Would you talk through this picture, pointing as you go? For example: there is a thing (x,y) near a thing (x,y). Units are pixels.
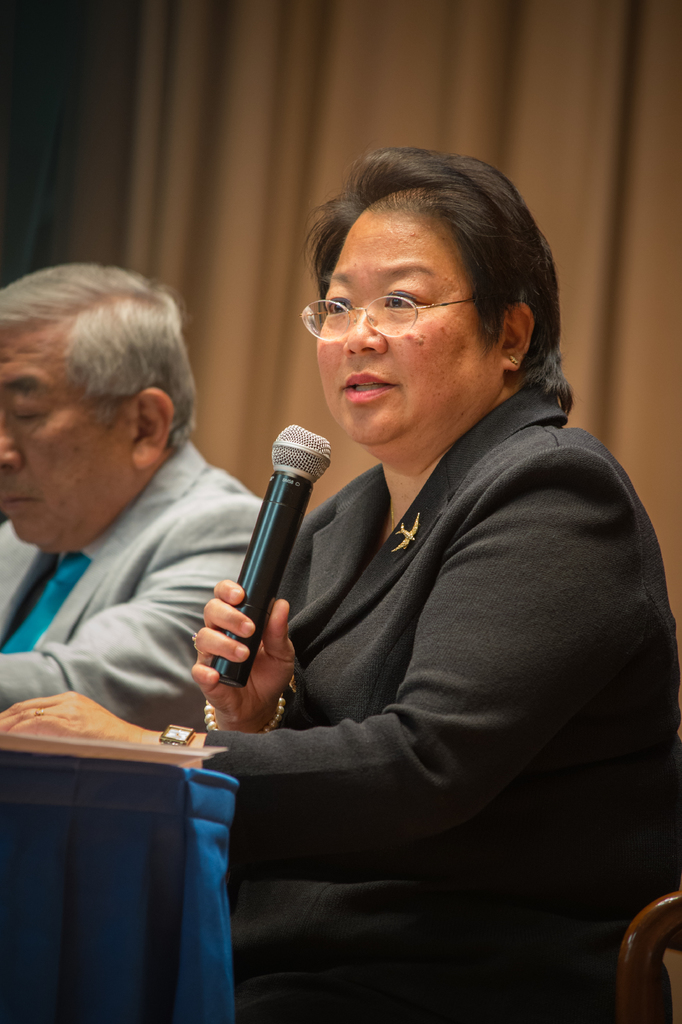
In this image we can see a person (102,625) sitting on the chairs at the table (11,739). On the table (95,754) there is a cloth (118,767). In the background (355,53) we can see curtain (264,115).
